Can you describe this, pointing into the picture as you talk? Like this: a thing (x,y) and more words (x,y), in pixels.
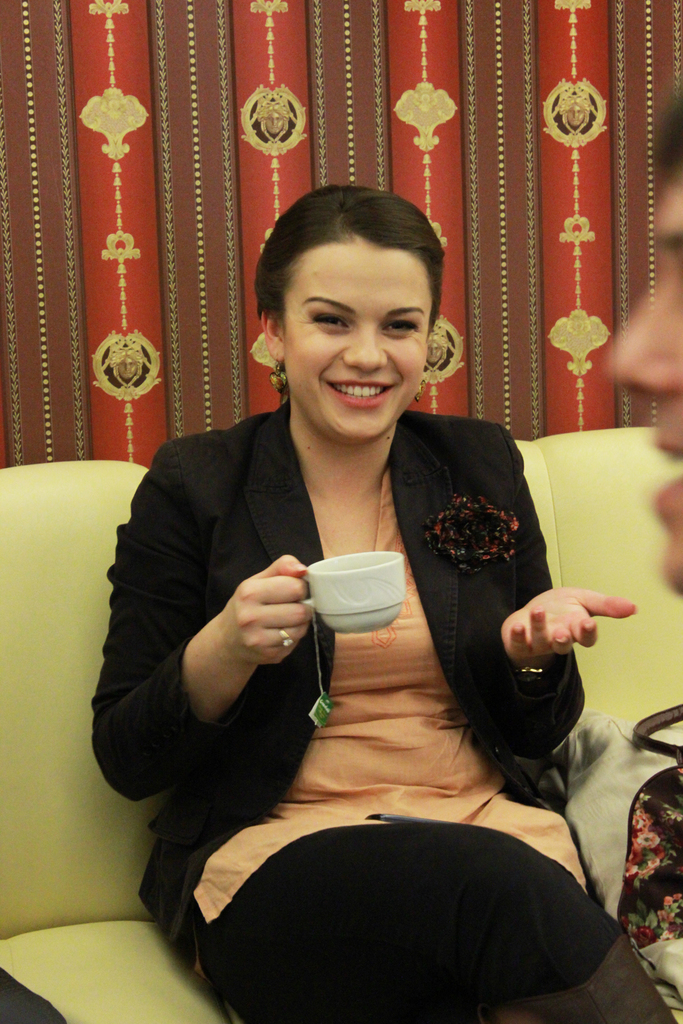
In this picture woman (364,483) is sitting in the center (359,605) on a sofa (86,779) holding a cup (366,588) in her hand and having a smile (347,389) on her face (343,364). In the background (328,157) there is red colour curtain (342,113). At the right side (660,338) partially face (652,385) is visible of a man (650,372).
